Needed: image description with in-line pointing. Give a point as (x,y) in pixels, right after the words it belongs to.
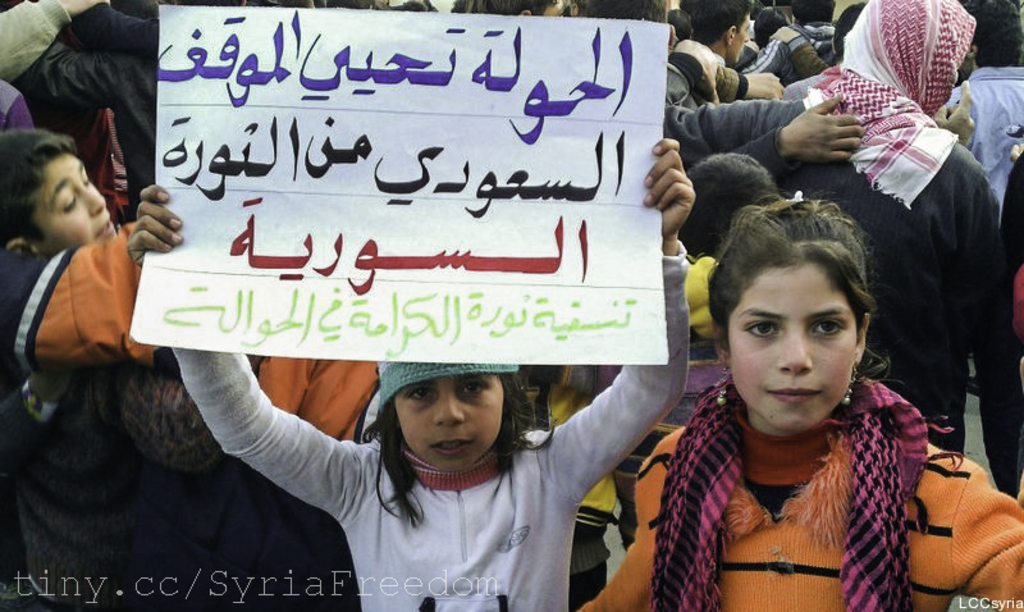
In front of the picture, we see the two girls (756,490) are standing. The girl (429,545) in the middle of the picture (529,323) is holding a white chart (201,143) containing text (201,70) in her hands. Behind her, we see many people (783,165) are standing. She might be protesting against something.
